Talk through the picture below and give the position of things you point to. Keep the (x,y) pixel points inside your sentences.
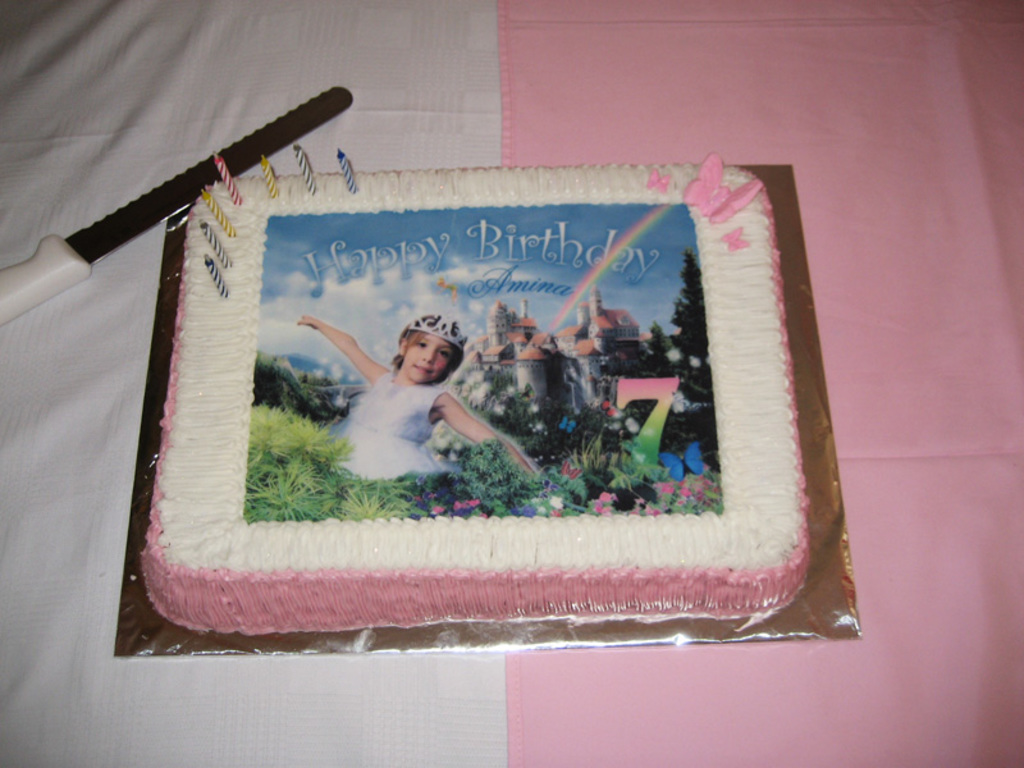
We can see cake (244,233) and knife (256,142) on the surface (600,684), on this cake (439,355) we can see girl (415,350), buildings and plants (568,461).
